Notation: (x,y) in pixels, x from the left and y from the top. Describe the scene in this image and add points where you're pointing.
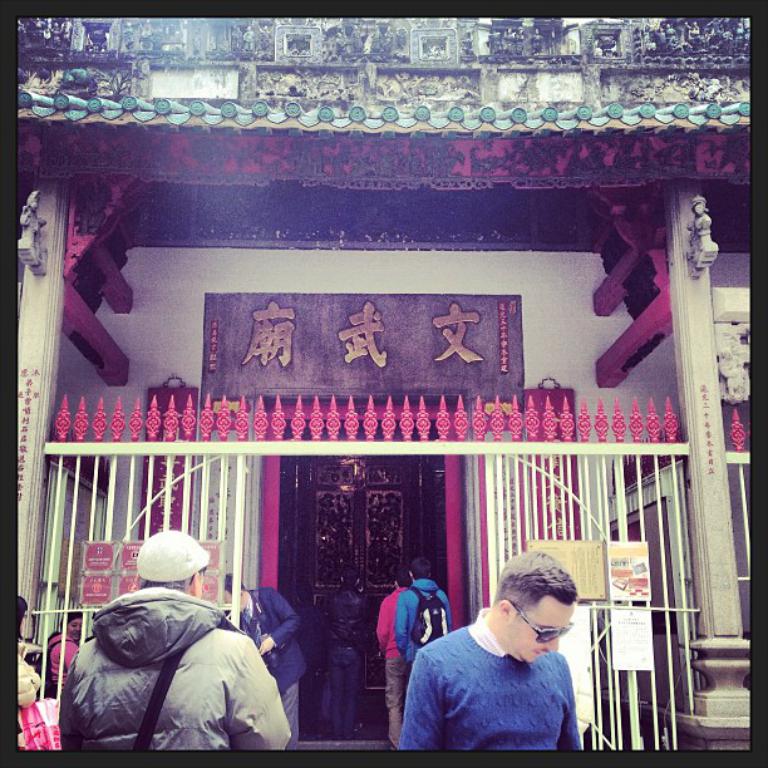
In the foreground of this image (181,683), there are two persons (440,673) one in blue sweater (511,704) and another in grey coat (202,698). In the background (366,226), there is a building (114,340) and text (254,333) in Chinese language and a entrance door (363,519) at which few persons (406,613) are walking.
